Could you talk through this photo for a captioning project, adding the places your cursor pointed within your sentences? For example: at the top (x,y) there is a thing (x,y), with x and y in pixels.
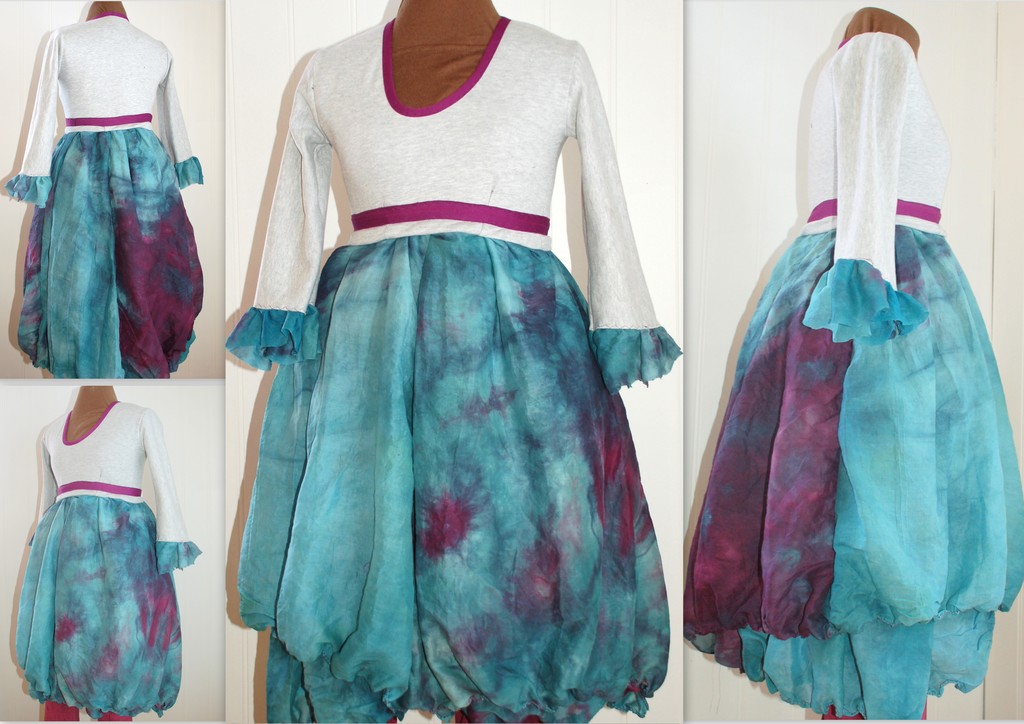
This is a collage image. There is a dress (762,446) in the images.
